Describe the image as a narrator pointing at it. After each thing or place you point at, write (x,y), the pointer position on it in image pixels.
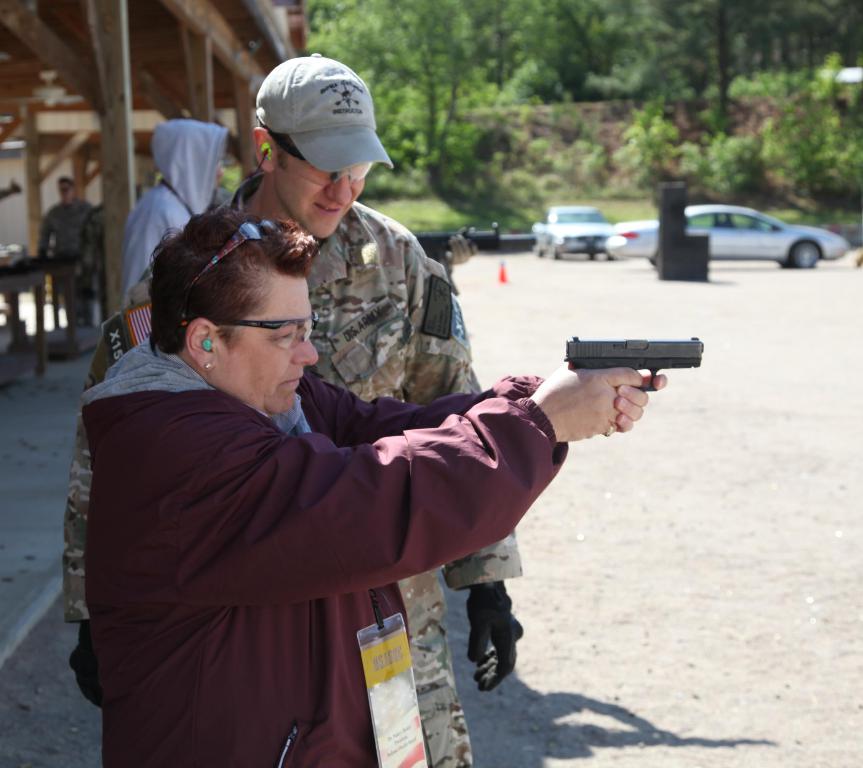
This picture is clicked outside. In the foreground (224,496) there is a person (273,311) holding a gun (613,363) and standing on the ground (613,321) and there is a man (262,108) wearing a uniform (386,332) and standing. On the left (93,28) we can see the group of persons (58,248) and some other objects (108,173). On the right (707,223) there are some vehicles (620,234) seems to be parked on the ground (715,272). In the background (704,14) we can see the trees (661,13) and plants (497,163).
